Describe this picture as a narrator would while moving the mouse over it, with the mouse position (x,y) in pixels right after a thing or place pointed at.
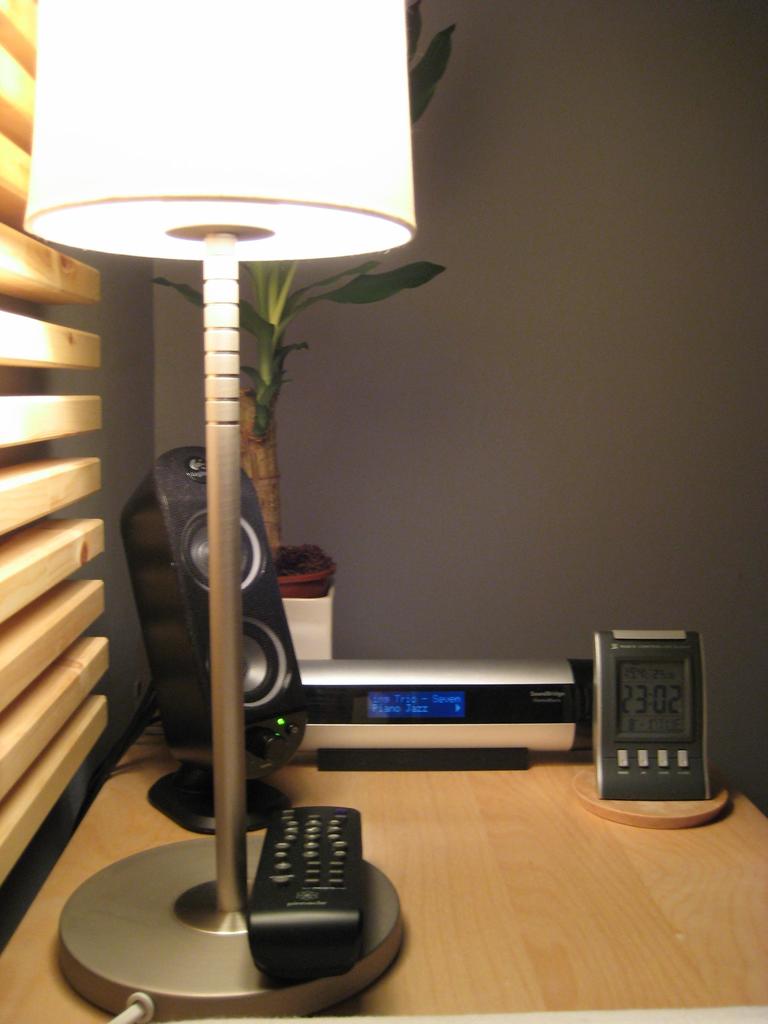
At the bottom (661,888) I can see a table (482,863) on which a lamp (390,957), remote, stopwatch (640,786), speaker (205,732) and a houseplant (303,594) is there. In the background (342,609) I can see a wall (507,423) of ash in color. This image is taken in a room (378,728).
